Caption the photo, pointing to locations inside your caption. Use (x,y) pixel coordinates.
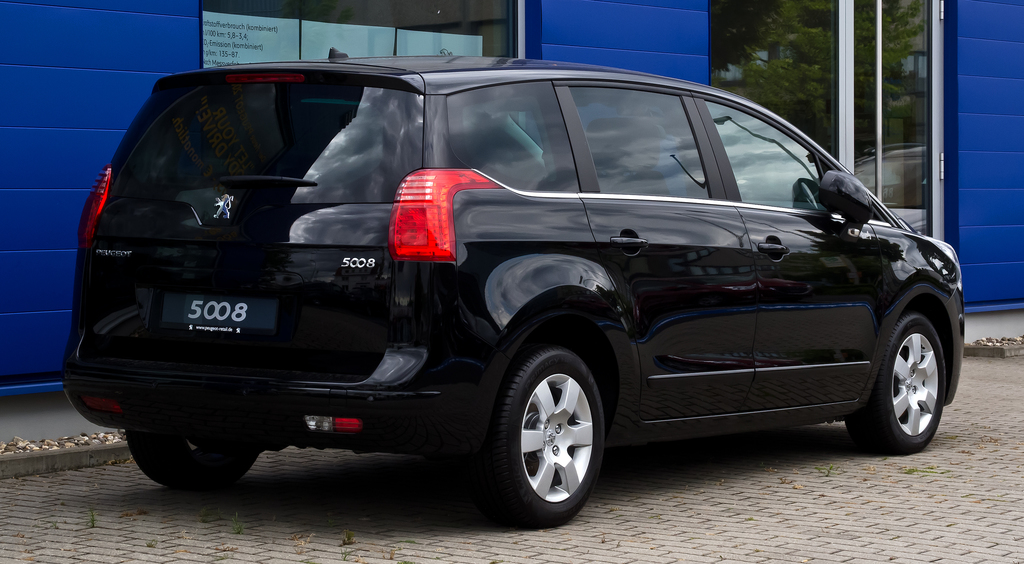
In this image we can see a black color car (491,349) on the ground (630,461), there is a mirror image (823,78) of trees (823,78), we can see posters (285,31) and some text (242,31) written on it, there are glass window (373,53).
